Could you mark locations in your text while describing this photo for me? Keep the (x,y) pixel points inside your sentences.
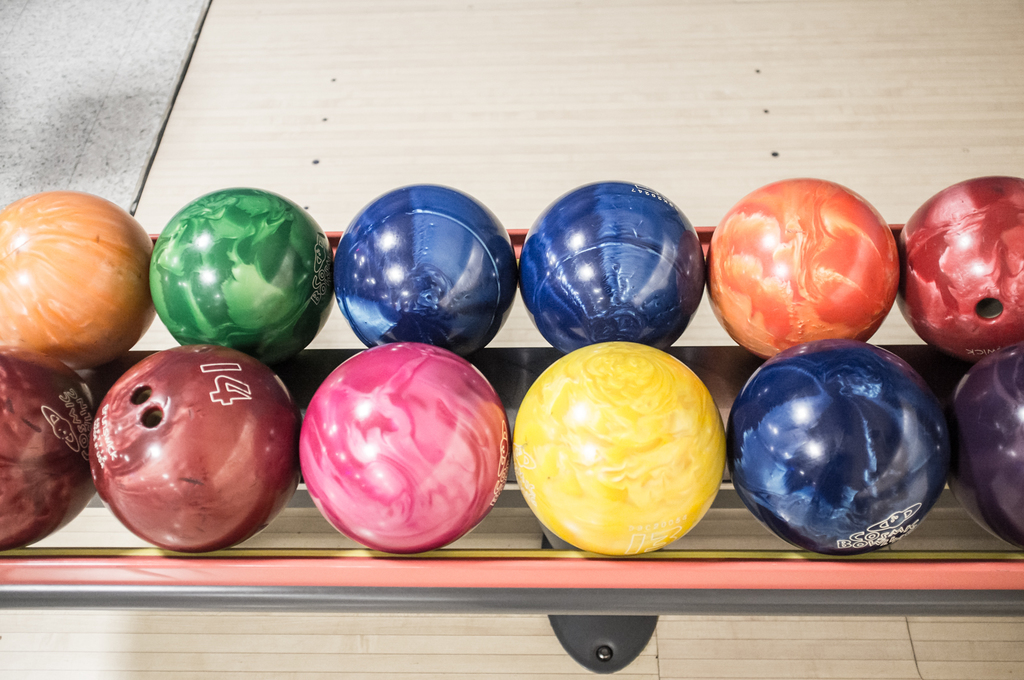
In this image we can see different colors of balls (379,466) on the table (492,588).
